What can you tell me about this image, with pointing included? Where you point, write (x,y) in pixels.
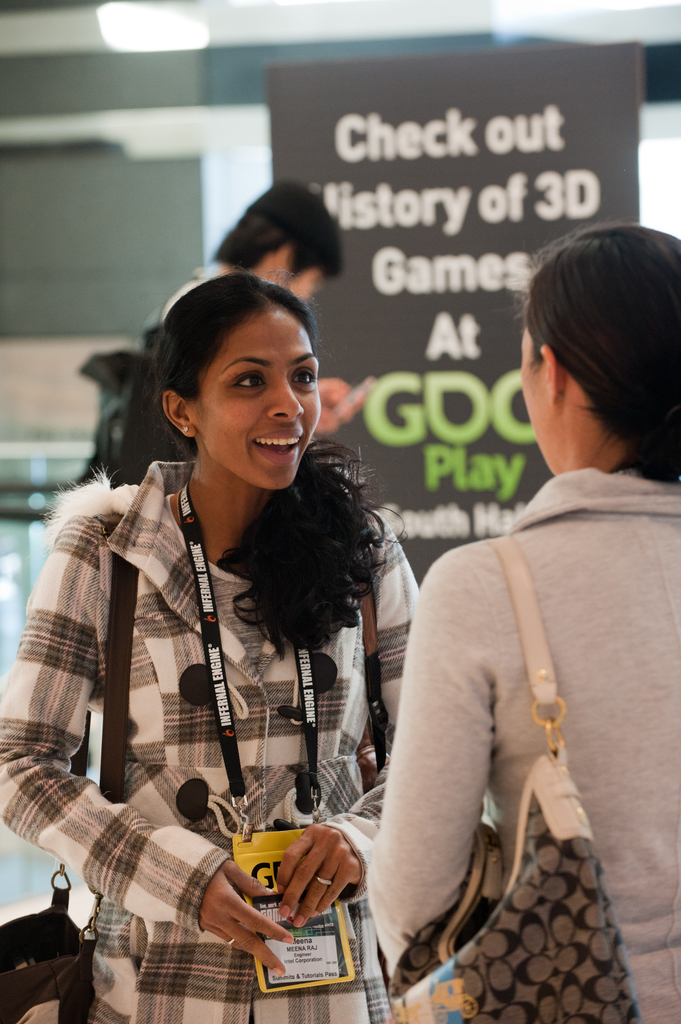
In this image we can see three persons (202,393), one of them is holding a cell phone (367,393), two ladies (444,674) are carrying bags (381,695), there is a board (423,402) with text (377,427) on it, also we can see the wall (152,104) and a light (117,10).
